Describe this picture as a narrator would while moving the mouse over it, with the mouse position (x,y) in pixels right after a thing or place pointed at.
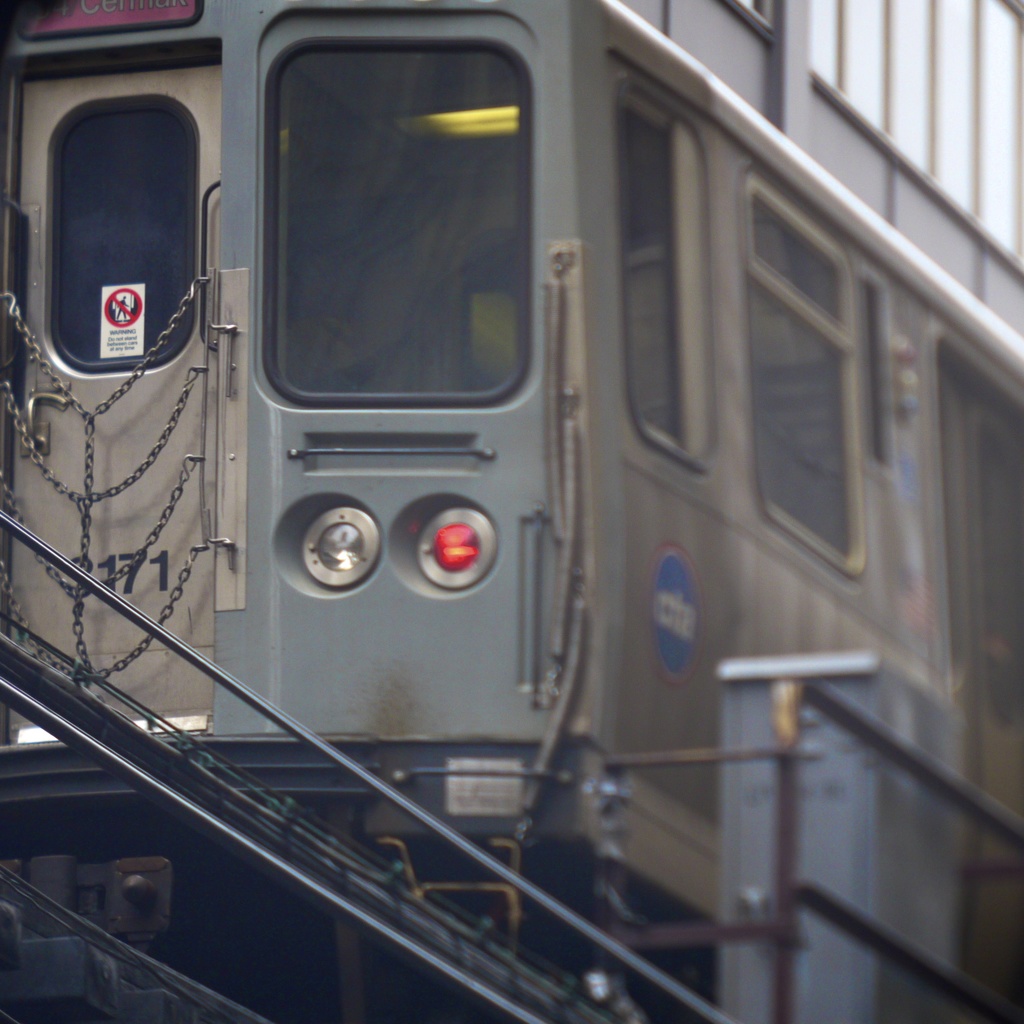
In the center of the image (354,676) we can see a train (524,531). At the bottom (322,869) there are stairs (512,987).
